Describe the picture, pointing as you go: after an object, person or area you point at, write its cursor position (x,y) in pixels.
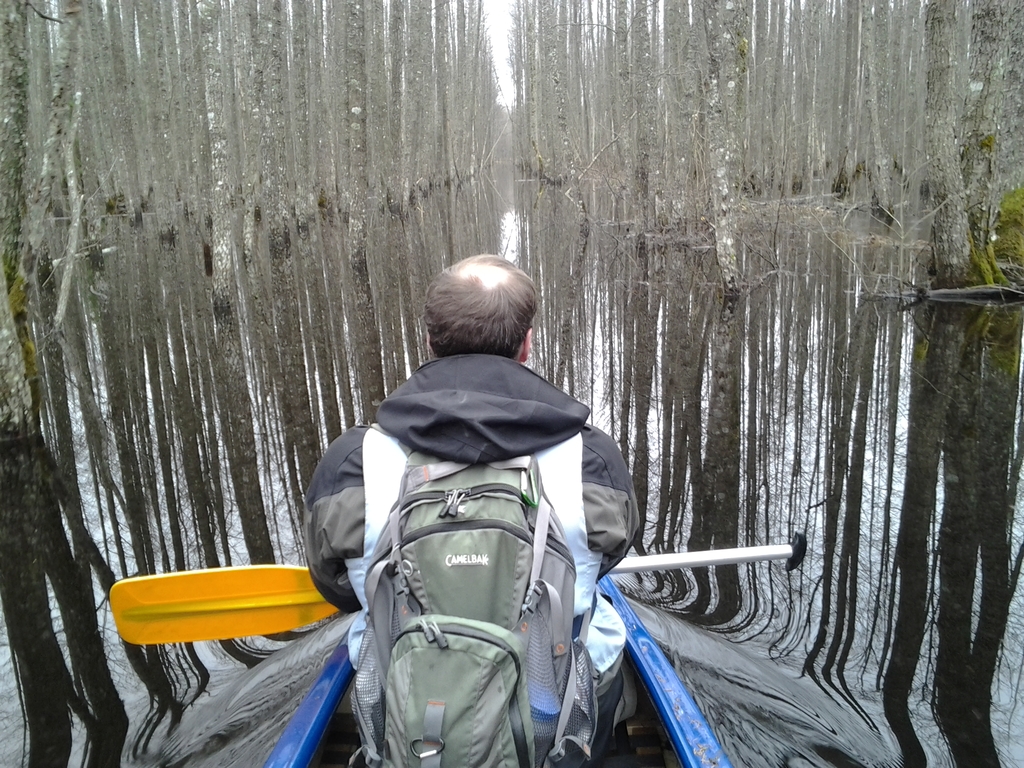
In this picture I can see a person (611,616) sitting on the boat (615,599), by holding a paddle (285,572), which is on the water (757,464), and in the background (691,19) there are trees (478,63) and sky (509,36).
